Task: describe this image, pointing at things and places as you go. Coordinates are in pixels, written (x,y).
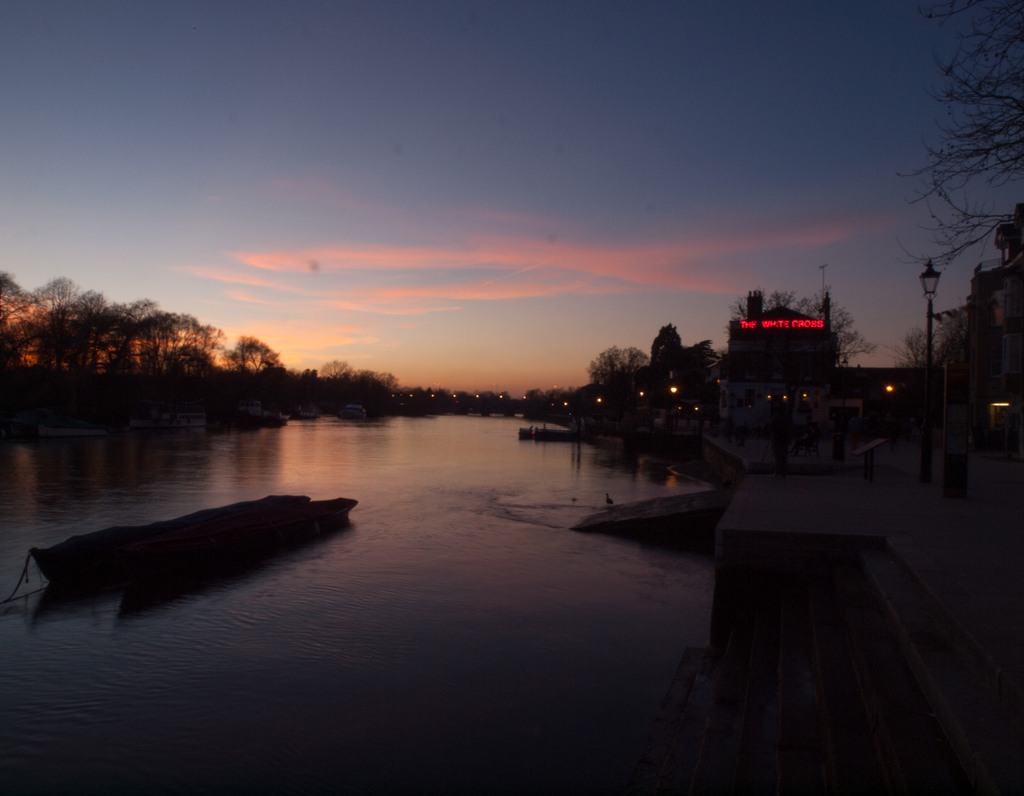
On the right side (867,539), we see the staircase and the pavement (972,473). We see the street lights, poles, buildings (775,371), lights (773,324) and trees (692,381) on the right side (742,380). At the bottom (363,693), we see water (407,607) and this water (454,556) is in the canal (417,470). We see the ships (177,542). There are trees (313,399) and lights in the background (207,365). At the top (352,154), we see the sky (412,168).
